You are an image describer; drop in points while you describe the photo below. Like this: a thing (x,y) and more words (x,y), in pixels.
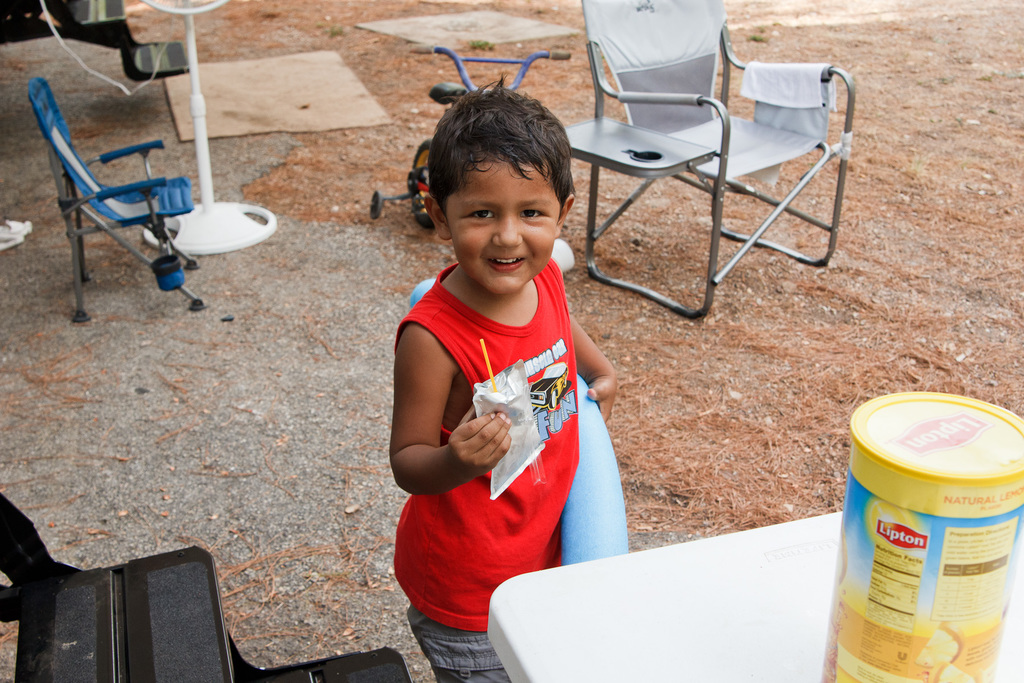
Here there is a boy (492,438) around him chairs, table fan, bicycle (418,200), table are there.
